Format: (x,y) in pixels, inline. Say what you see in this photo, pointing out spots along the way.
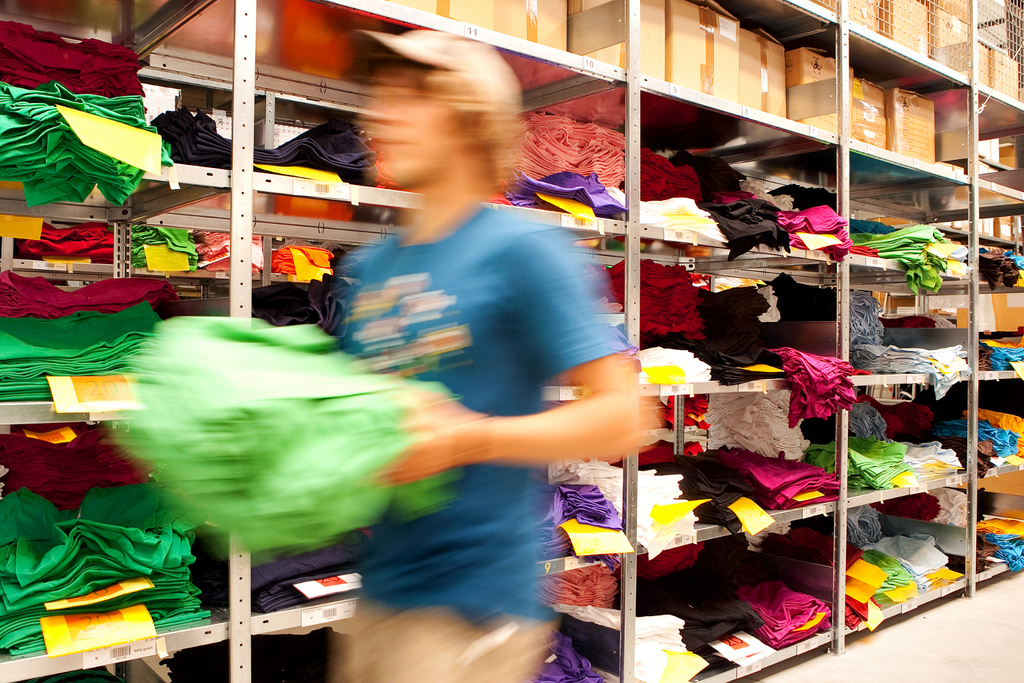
In this picture I can see a person (386,319) standing and holding the clothes (431,400), and in the background (918,269) there are cardboard boxes (1008,140) and clothes (832,223) with the price papers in the racks (297,624).
